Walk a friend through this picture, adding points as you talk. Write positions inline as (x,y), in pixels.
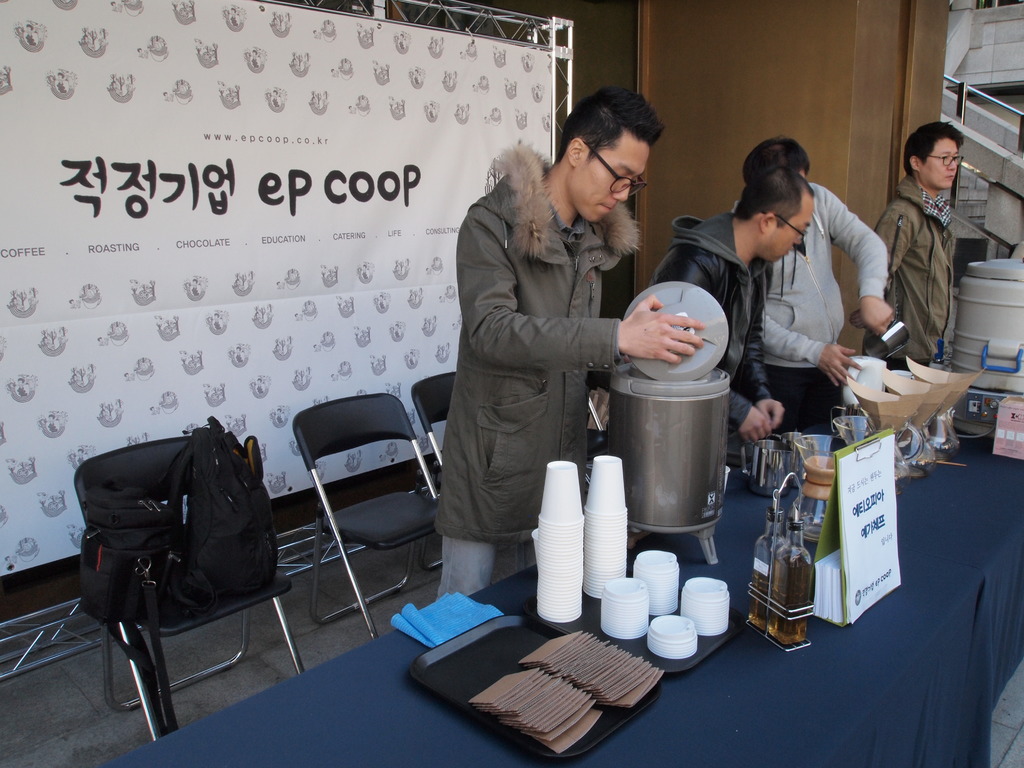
In this image I can see few people (661,356) and holding something. In front (654,373) I can see a glasses (547,589), bottles (762,625), board (863,583), jars (906,440) and some objects (516,629) on the blue color table (368,720). Back I can see a black color chairs (434,447) and bag (219,534) is on the chair (238,600). I can see a white color banner (318,141) and something is written on it.
